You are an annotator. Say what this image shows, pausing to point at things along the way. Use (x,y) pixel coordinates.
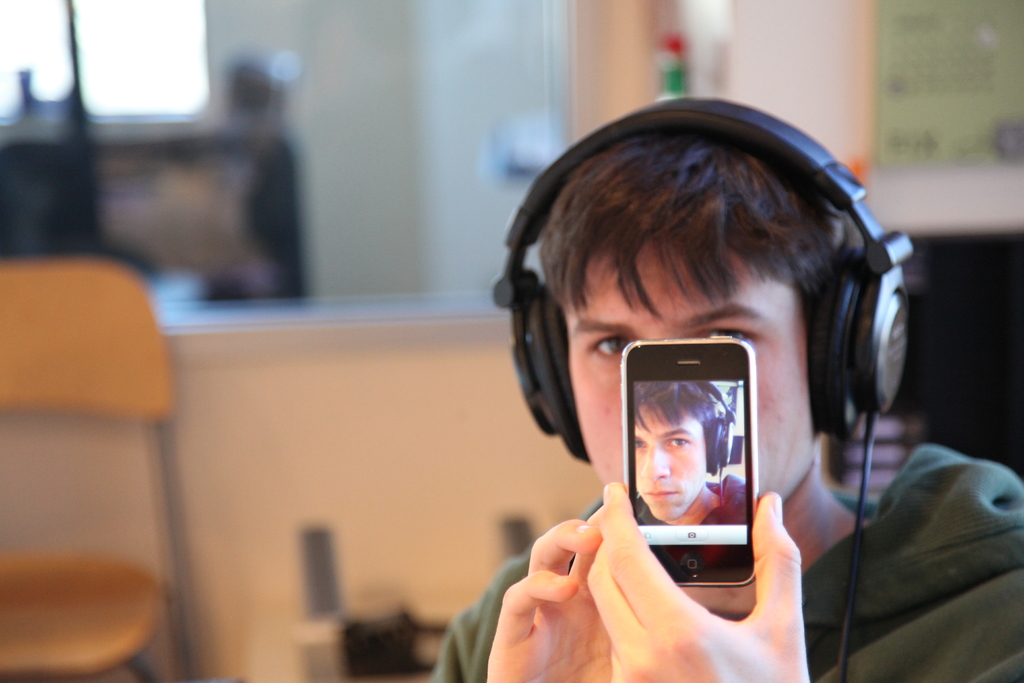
In this image we can see a man (790,431) holding a phone (715,553) in front of him. There is a chair (60,565) in the background (131,349).
